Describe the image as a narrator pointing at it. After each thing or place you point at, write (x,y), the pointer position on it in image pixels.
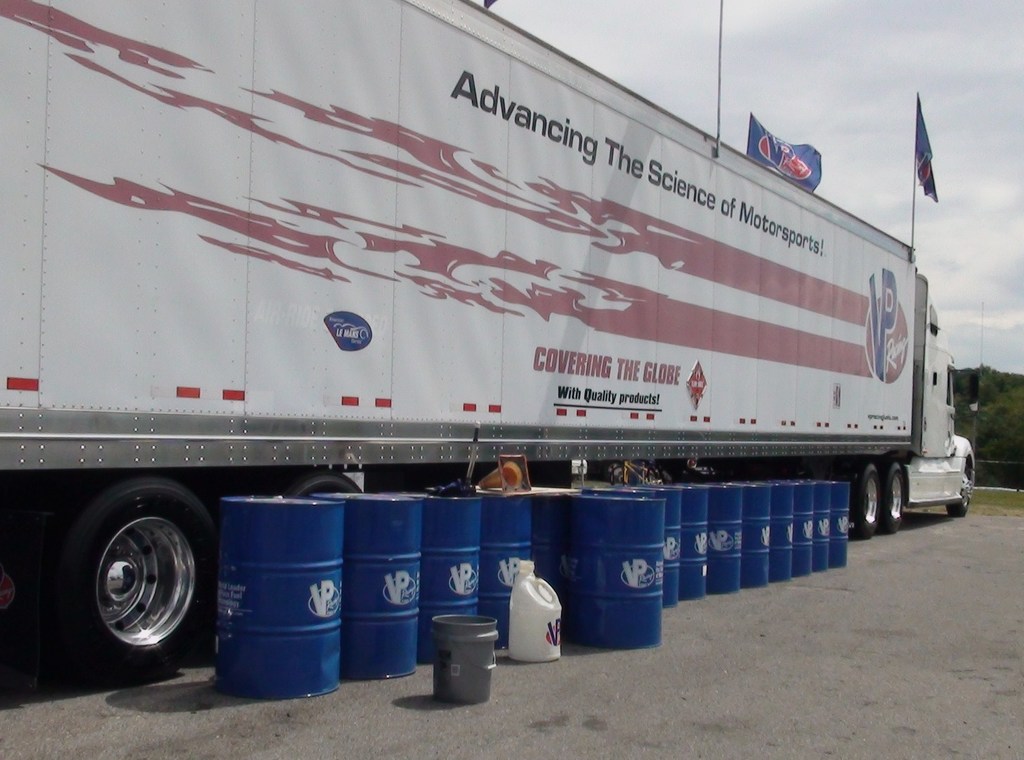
In this image we can see truck (351,390), barrels (435,562). In the background (920,88) we can see trees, sky (920,247) and clouds (723,69).
